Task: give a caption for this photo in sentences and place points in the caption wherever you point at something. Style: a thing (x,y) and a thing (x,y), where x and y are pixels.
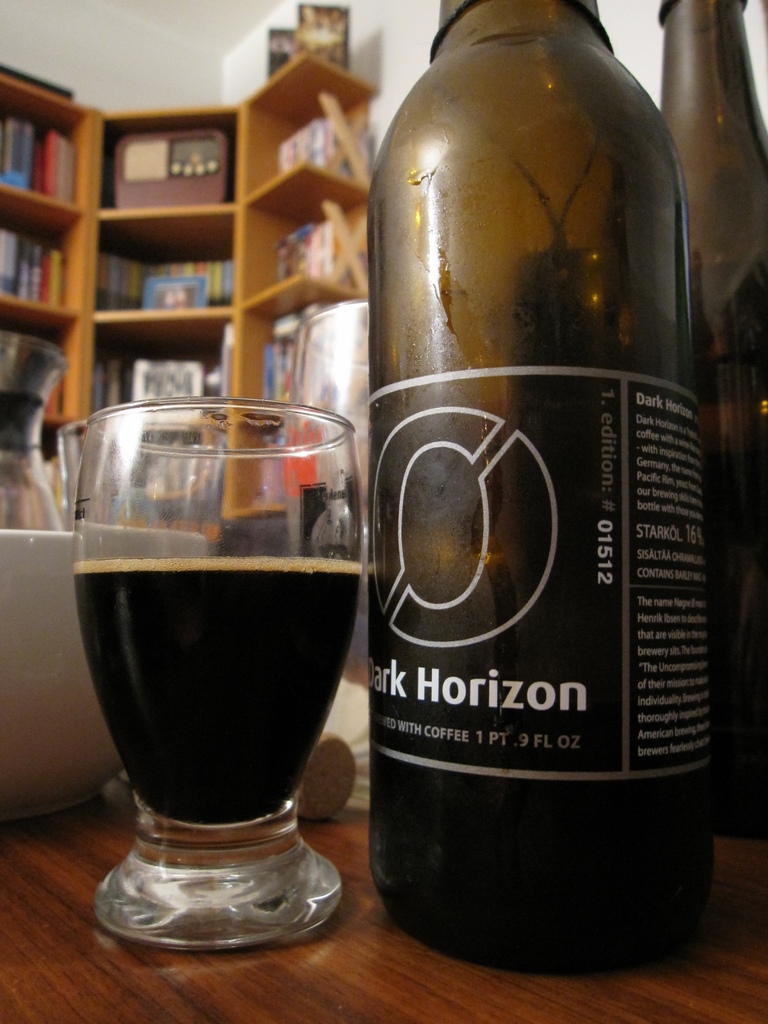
There is a bottle (471,608) and a glass (264,916) with the drink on table (248,953) behind that there is a shelf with books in it.
